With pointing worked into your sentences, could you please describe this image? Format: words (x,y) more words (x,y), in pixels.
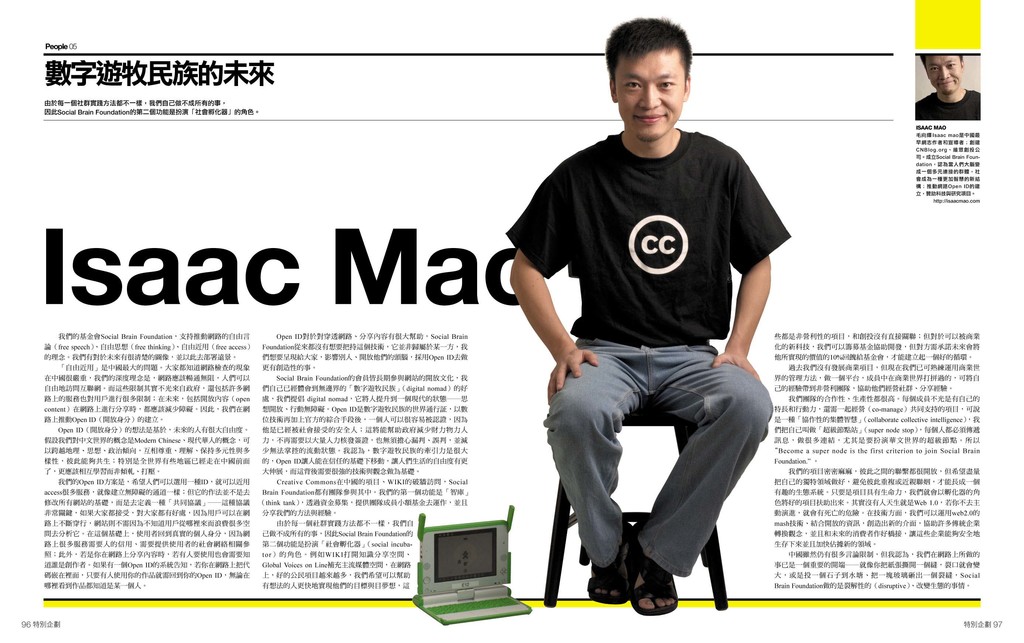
In this image there is one person (629,322) who is sitting on a stool (560,537) beside him there is one monitor (493,559). And on the right side (852,420) and left side (128,491) there is some text (921,184) and one person (932,112).
